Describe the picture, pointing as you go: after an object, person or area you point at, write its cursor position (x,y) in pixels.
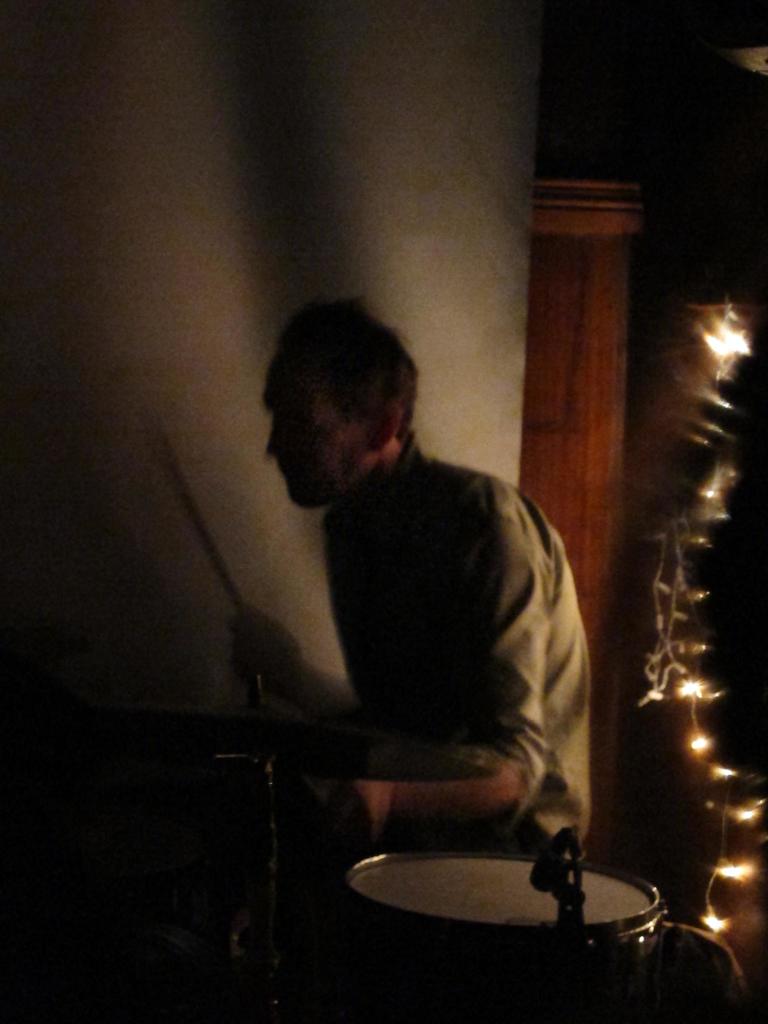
This is the man (503,805) sitting and playing drums (474,874). This is the hi-hat instrument (267,764). These are the lights (744,353). This looks like a wooden pillar (586,177).
